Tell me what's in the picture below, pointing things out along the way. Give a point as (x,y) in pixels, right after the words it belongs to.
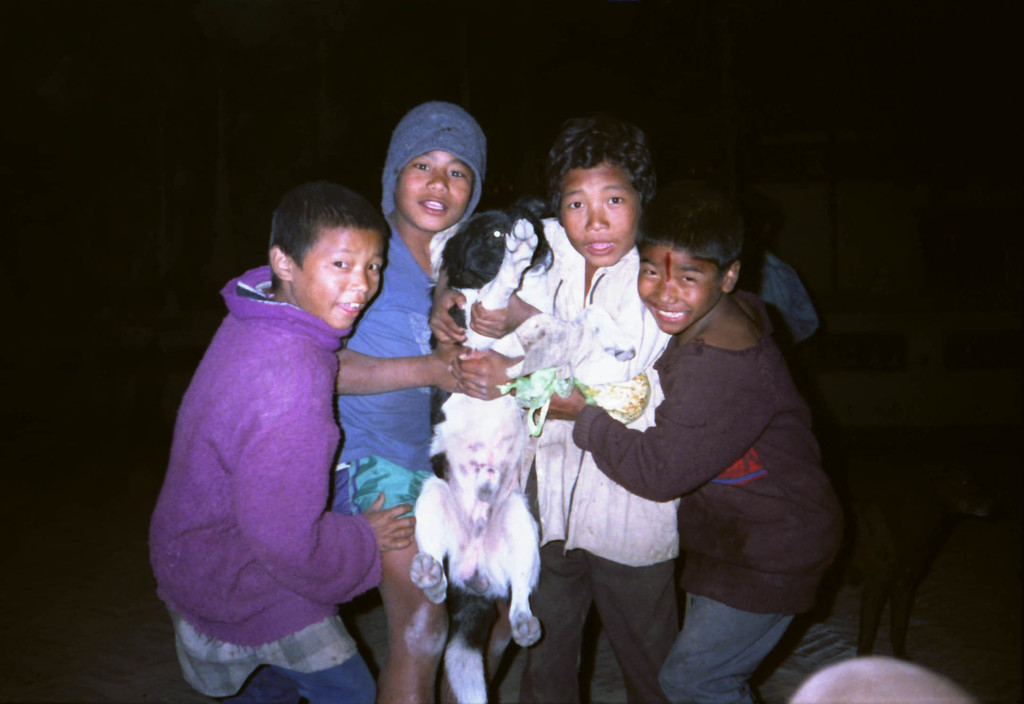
In this image in the center (679,423) there are four boys (306,434) who are standing and two of them are holding one dog (481,505), and beside them there is another dog (894,561). In the background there are some objects (930,340).
